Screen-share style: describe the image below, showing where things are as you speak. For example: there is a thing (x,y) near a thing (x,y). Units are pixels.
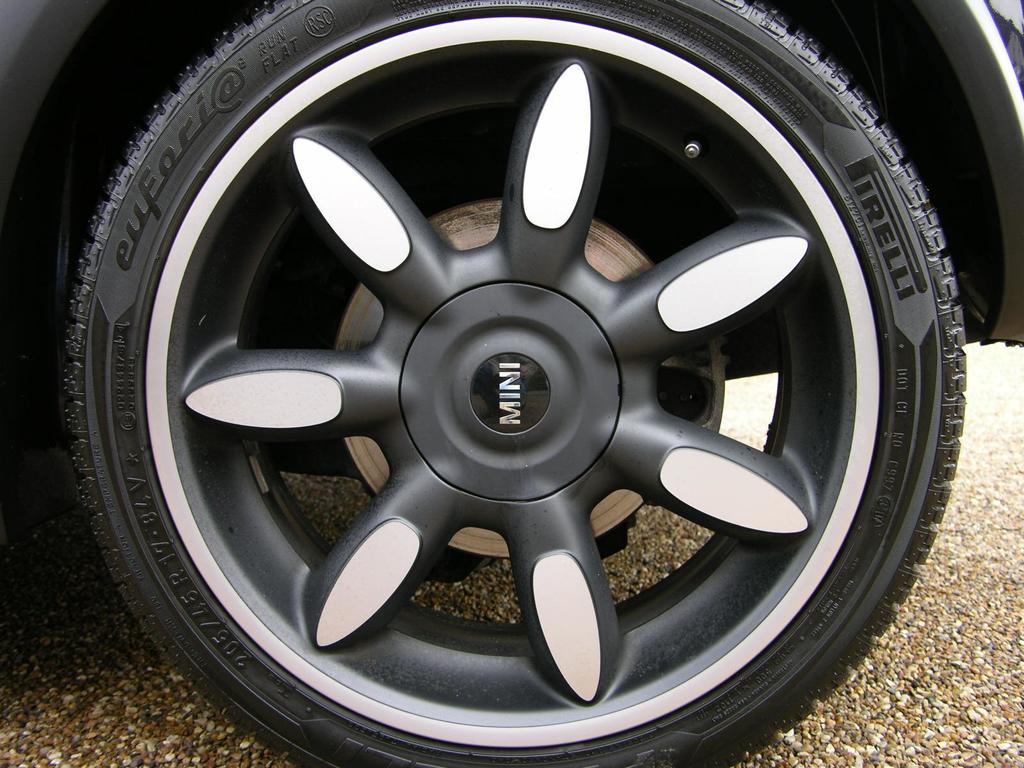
In this image I can see a wheel (587,442) of a vehicle (200,230) which is black and white in color. I can see the ground (959,663) which is brown in color.
